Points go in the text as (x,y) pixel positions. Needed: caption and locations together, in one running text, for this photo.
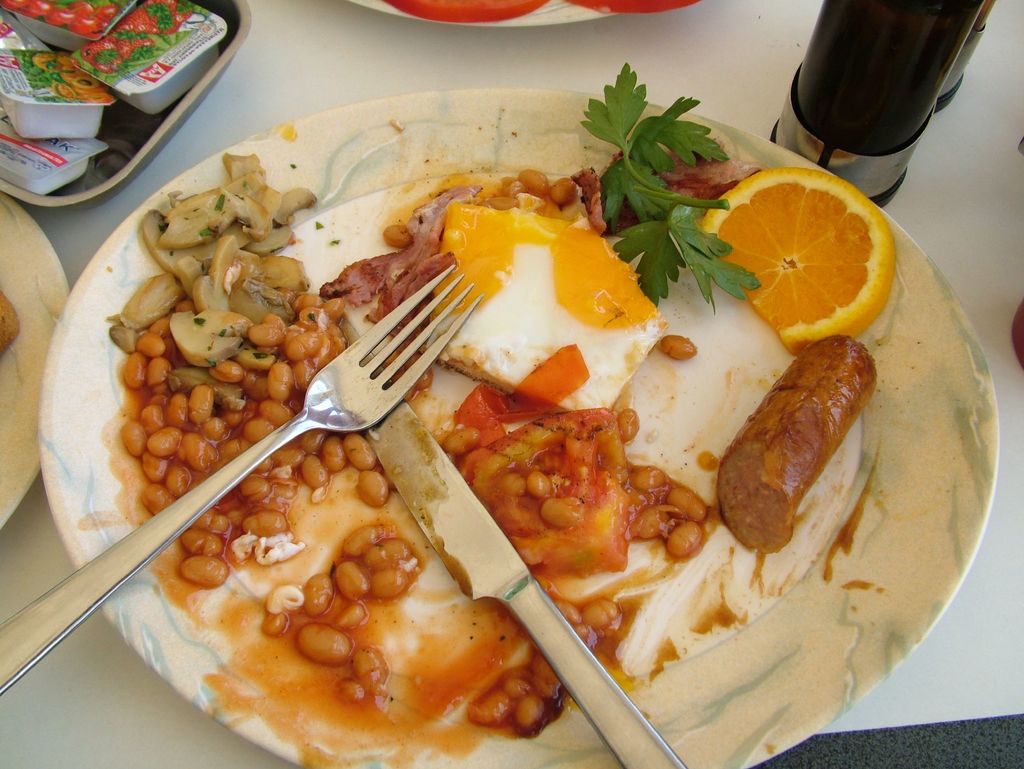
In this image in the center (565,391) there is one plate (76,304), on the plate (766,602) there is some food (355,464) and there is a butter knife (416,497) and fork (361,399). And in the background (17,454) there is plate (33,253) and tray (129,108), and in the tray (76,186) there are some boxes (71,82) and some objects (94,17). At the bottom (958,608) it looks like a table (83,664).
